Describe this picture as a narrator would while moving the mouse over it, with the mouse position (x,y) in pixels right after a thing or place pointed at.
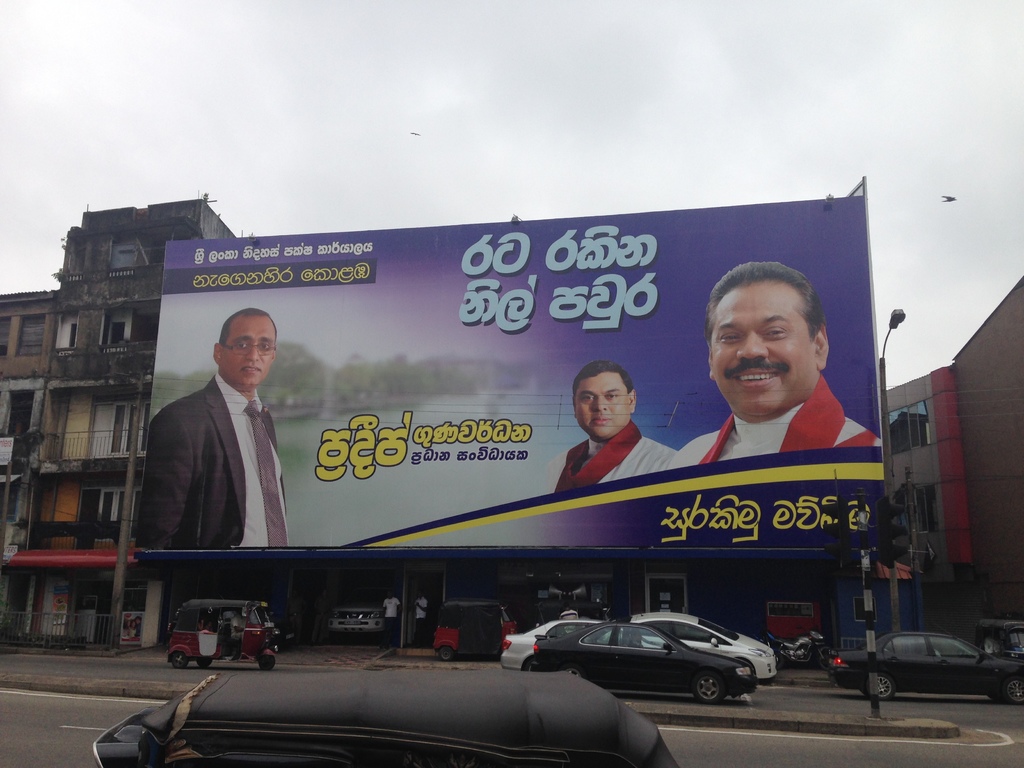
In the picture I can see buildings (481,566), vehicles (492,682) on roads (929,743), a banner (364,497) which has a photo (604,454) of people (643,465) and something written on it. In the background (556,162) I can see a bird (950,197) is flying in the air (932,200) and the sky (256,114).
